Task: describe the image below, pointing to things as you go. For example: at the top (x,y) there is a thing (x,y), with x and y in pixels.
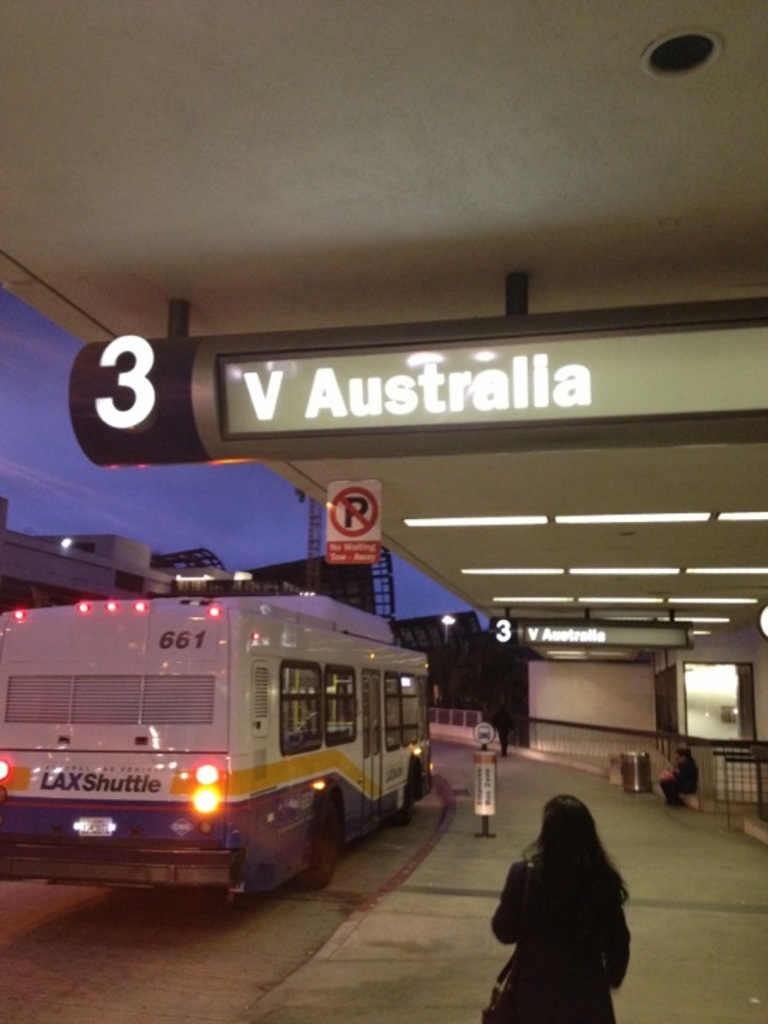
This image is clicked on the road (187,957). To the left (213,910) there is a road (193,939). There is a bus (248,802) on the road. To the right (518,797) there is a walkway (477,849). In the foreground (526,887) there is a woman (535,968) standing. At the top (449,186) there is a ceiling (470,474). There are lights (660,520) and boards (351,398) to the ceiling (515,488). Beside the walkway (537,760) there is a railing (549,719). Behind the bus (371,687) there are buildings (148,580). To the left (116,494) there is the sky (130,507).
